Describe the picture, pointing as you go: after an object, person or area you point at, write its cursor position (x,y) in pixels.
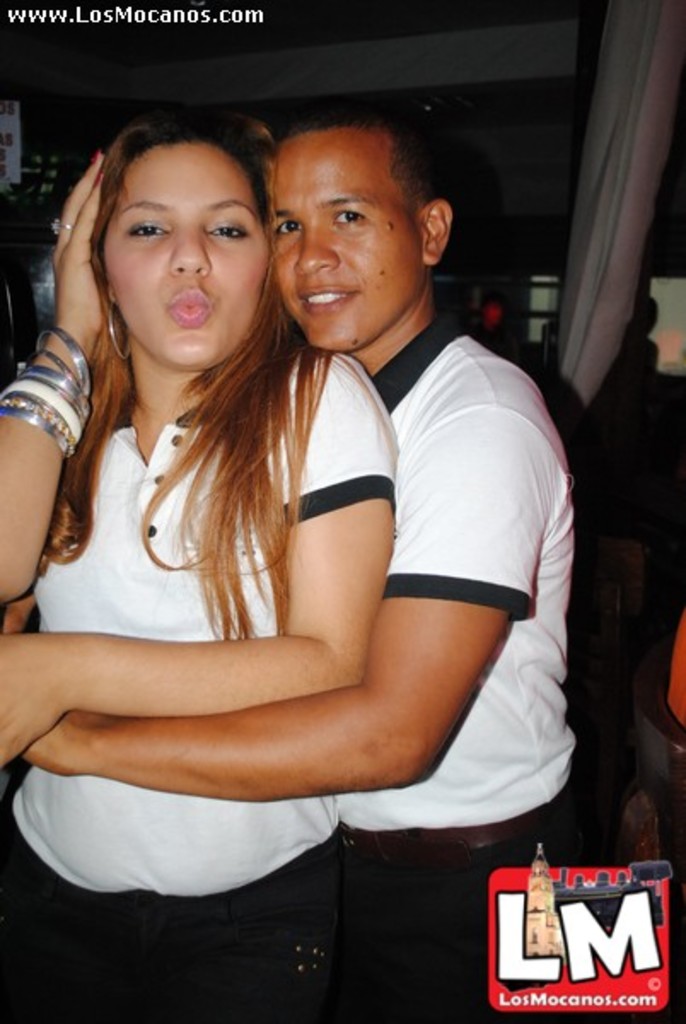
In the foreground (273,538) I can see two persons (425,717) are standing on the floor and a logo (542,970). In the background (651,269) I can see a group of people (662,444), wall (452,129), window (684,298), pillar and some objects (579,361). This image is taken may be in a room (454,28).
